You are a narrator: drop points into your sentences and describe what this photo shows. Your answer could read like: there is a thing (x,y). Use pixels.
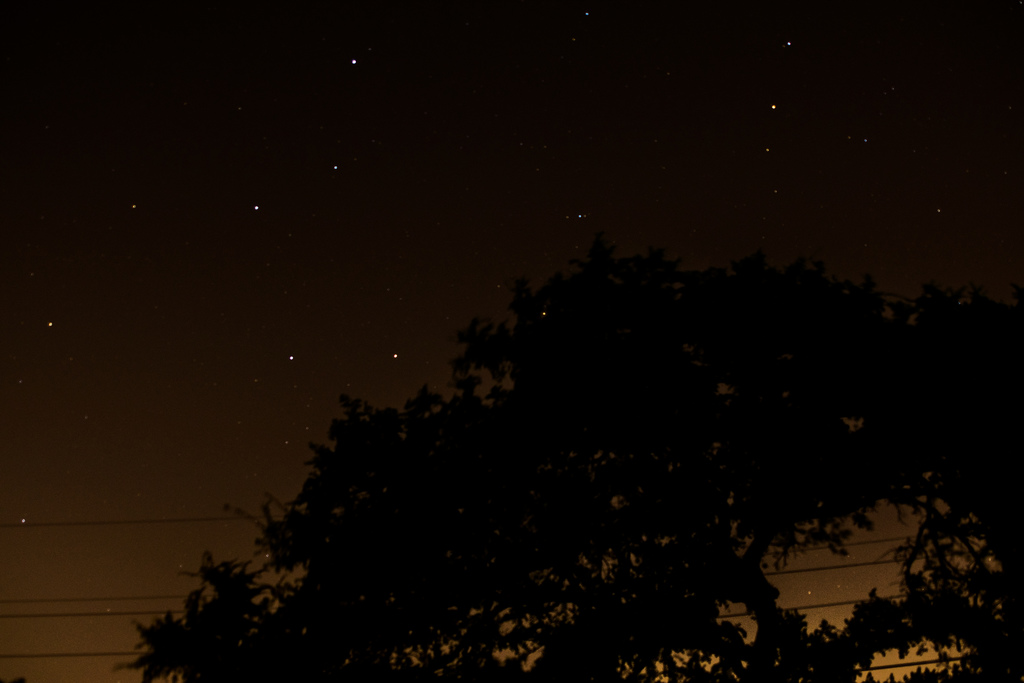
In this image there are trees (371,460). Bottom of the image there are wires (5,601). Background (14,584) there is sky (312,215), having stars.
